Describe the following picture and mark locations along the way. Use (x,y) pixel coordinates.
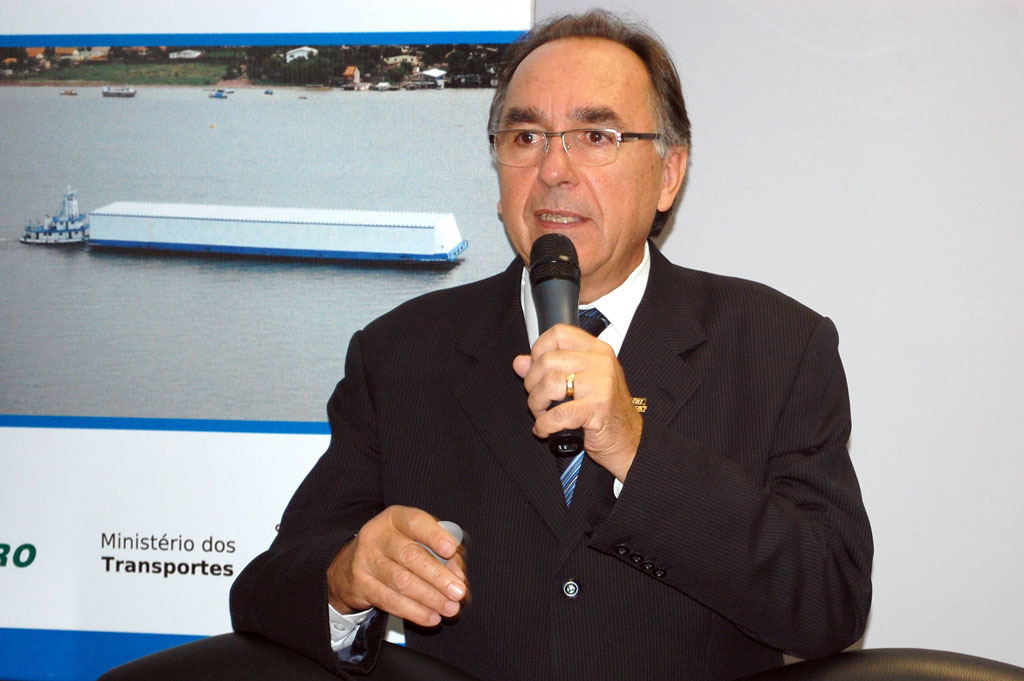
In the image a man (731,447) wearing black coat (752,514) is sitting and speaking, behind him there is a logo poster (207,268), to the right side (907,307) there is a white color wall (925,639).
